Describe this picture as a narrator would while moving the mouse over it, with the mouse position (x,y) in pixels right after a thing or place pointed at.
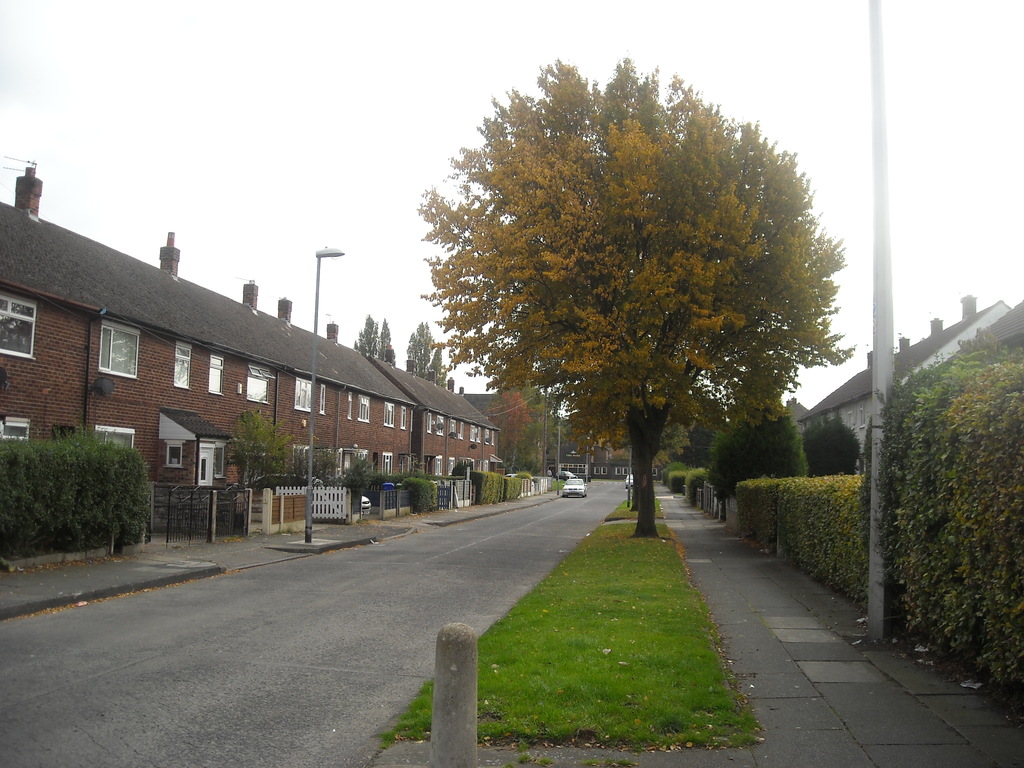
In the picture we can see a road (9,676) on the either sides on the middle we can see a grass path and trees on it and on the either sides of the road (278,756) we can see the poles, plants (514,482) and a building (456,445) which is brown in color with a window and trees (375,324) and in the background (390,204) we can also see a sky (194,189).
